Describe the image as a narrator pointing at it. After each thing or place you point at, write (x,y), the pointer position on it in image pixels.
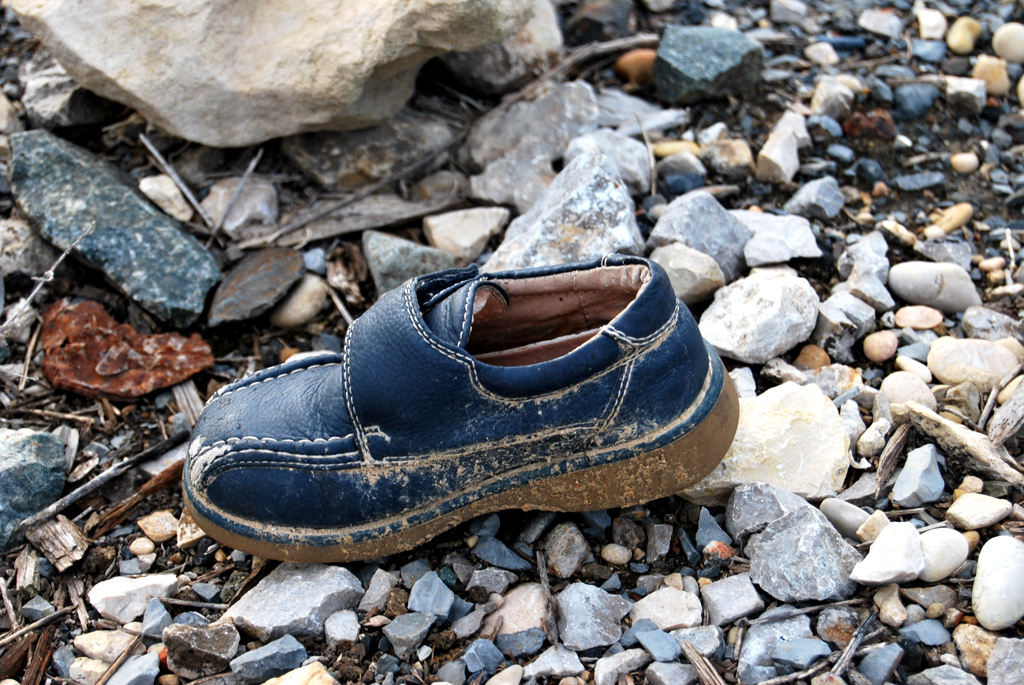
In this image I can see a shoe (518,460), stones (781,419) and wood sticks (108,426). This image is taken may be during a day.
